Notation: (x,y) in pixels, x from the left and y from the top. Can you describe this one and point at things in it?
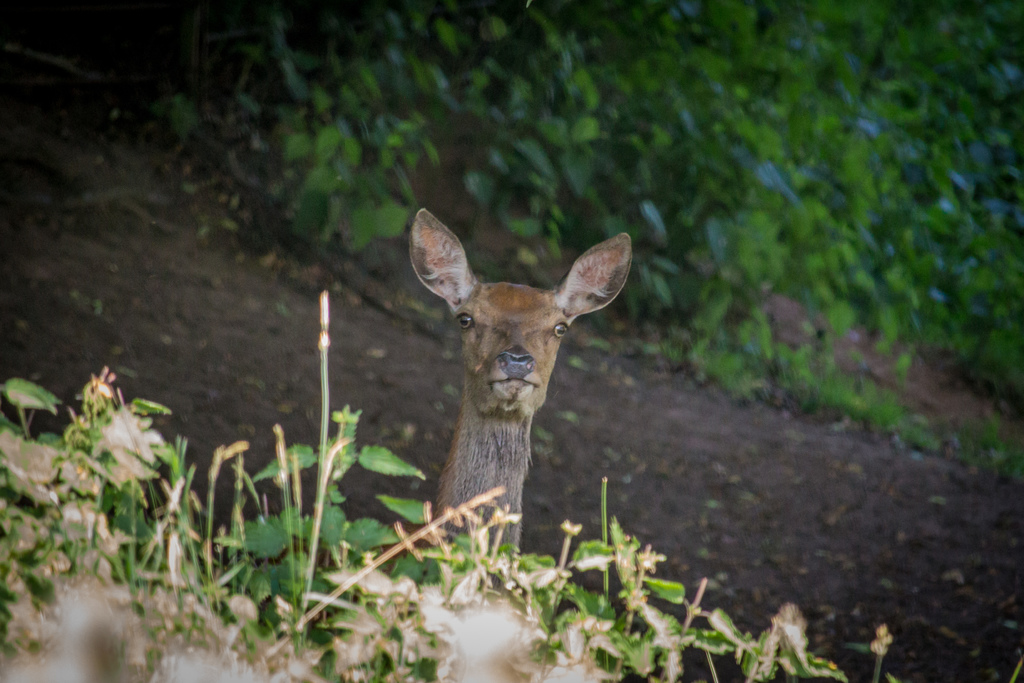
In this image we can see a deer (473,414), also we can see some plants (948,269), and the background (1009,290) is blurred.
